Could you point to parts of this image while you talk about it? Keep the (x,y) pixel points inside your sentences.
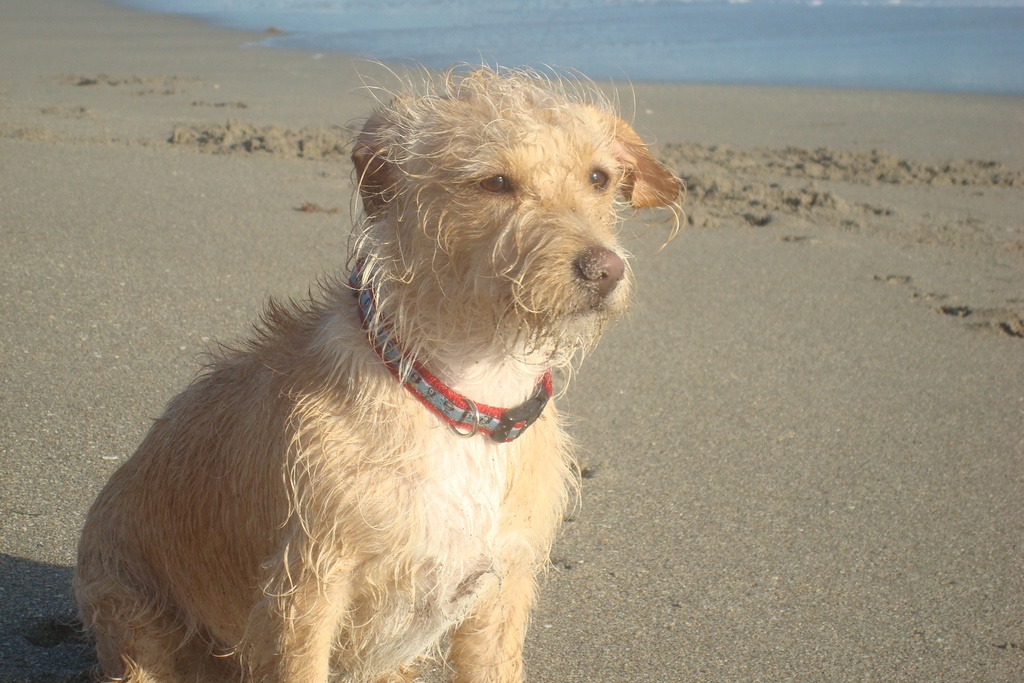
In the center of the image (491,317) there is a dog (356,509) sitting on the seashore (633,551). In the background (757,82) there is a sea (691,42).
